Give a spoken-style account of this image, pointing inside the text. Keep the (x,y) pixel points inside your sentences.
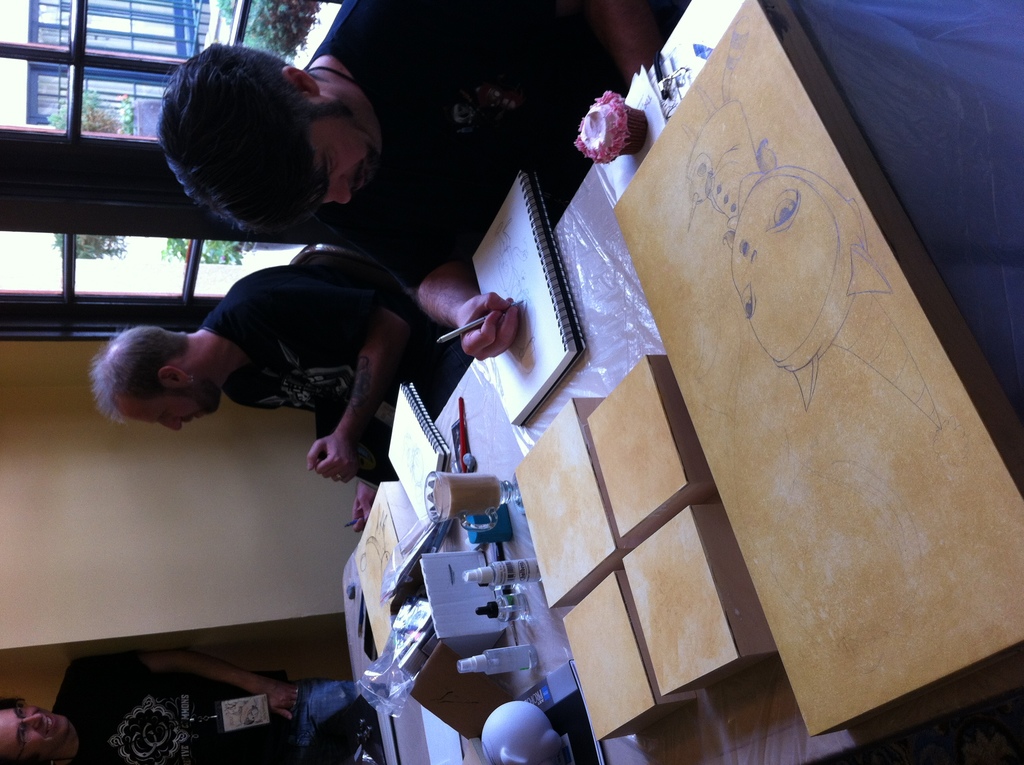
In this image I can see two persons (350,309) sitting and holding pens (436,339) or pencils (459,330). There is a person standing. There are books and there are some other objects (622,467) on the table (529,538). There is a wall (196,633) and a glass window (144,32), through the glass window (102,102) I can see a building (95,88) and also I can see plants (116,123).
